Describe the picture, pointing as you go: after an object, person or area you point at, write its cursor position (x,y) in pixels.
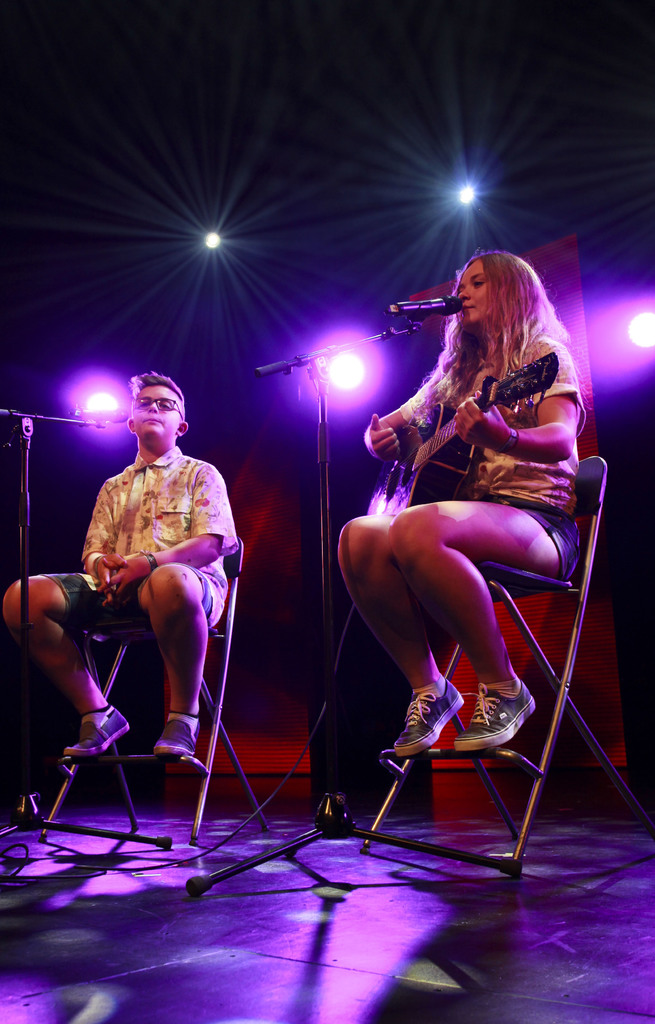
A lady (447,524) holding guitar (420,454) and sitting on a chair (524,582). In front of her there is a mic (430,306) and mic stand (399,331). A boy (128,530) on the left side (125,593) is sitting on a chair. In front of him there is a mic (100,417) and mic stand (20,535). In the background (117,424) there are lights (97,403) and a wall (600,622).
